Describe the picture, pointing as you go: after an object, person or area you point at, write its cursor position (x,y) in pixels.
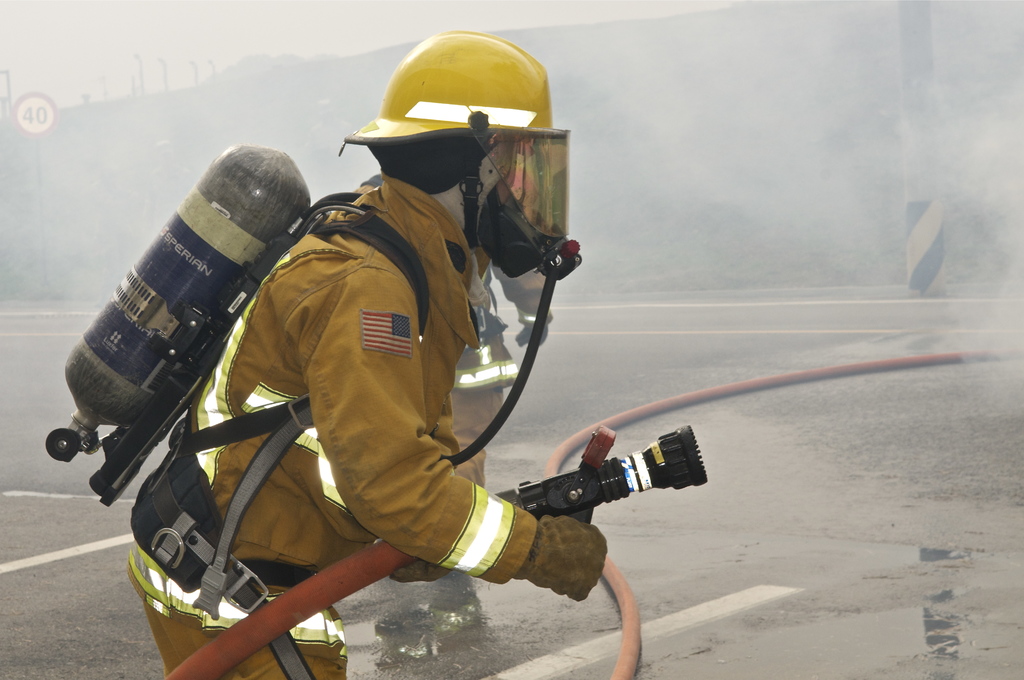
In this image we can see men (512,552) standing on the road (625,401) and wearing masks (516,195) and cylinder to their back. In the background (628,107) there are smoke (120,151), hill (120,151), sign boards (37,120) and sky (89,76).
